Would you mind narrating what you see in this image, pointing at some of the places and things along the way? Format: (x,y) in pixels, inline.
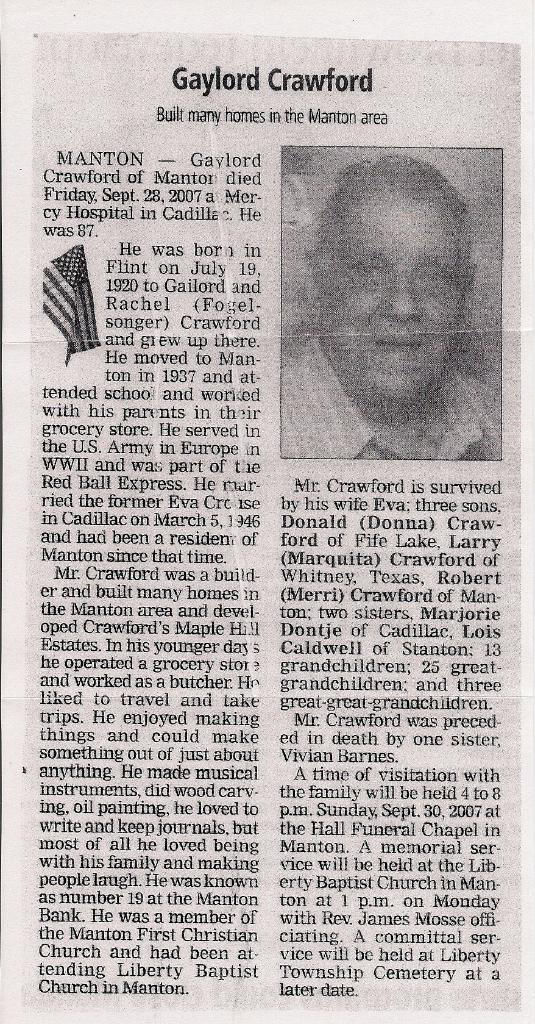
In this image I can see a paper (112,507) and on it I can see something is written. On the top right side of the image (452,153) I can see a picture (308,246) of a man (330,212) and on the top left side of the image (70,266) I can see the depiction picture (82,251) of a flag (63,325).
